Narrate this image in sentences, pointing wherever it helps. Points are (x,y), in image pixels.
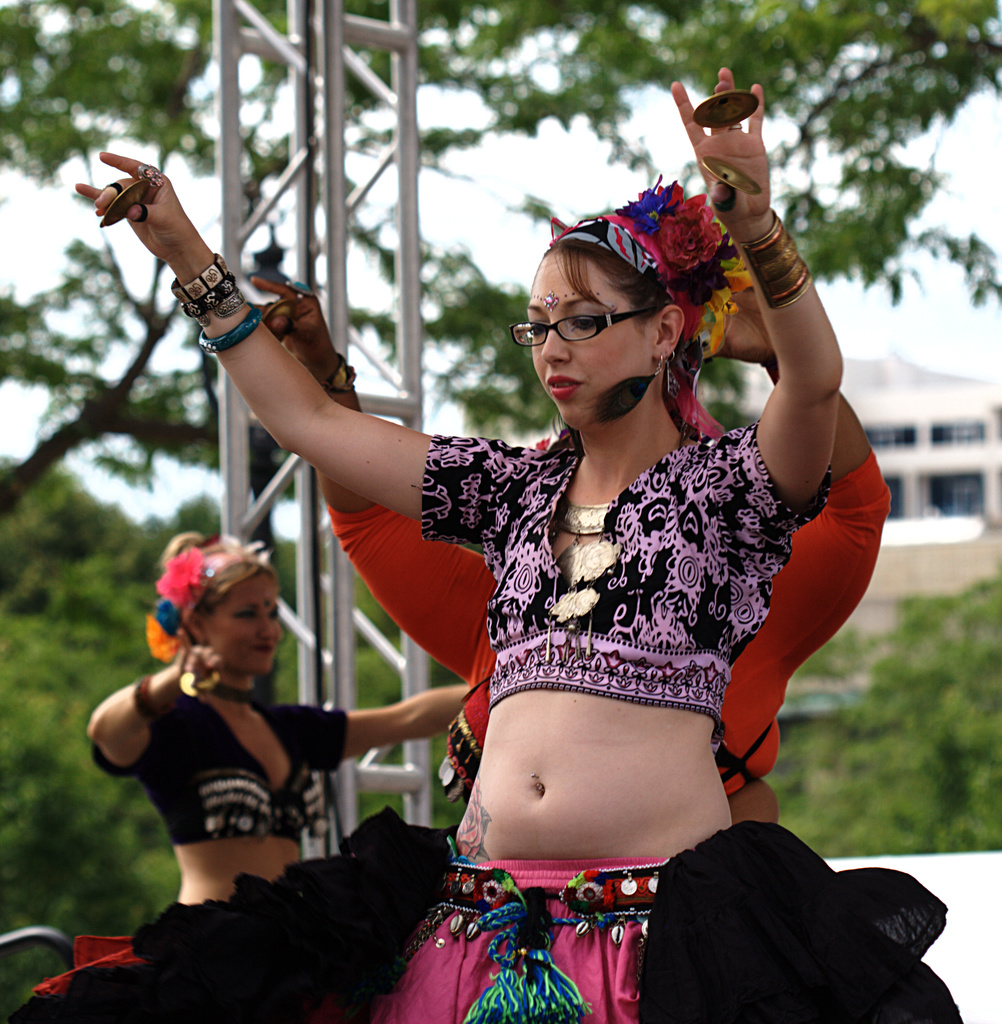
In this picture we can see people (313,895) and in the background (37,806) we can see an object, trees (449,806), building (976,390), sky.
